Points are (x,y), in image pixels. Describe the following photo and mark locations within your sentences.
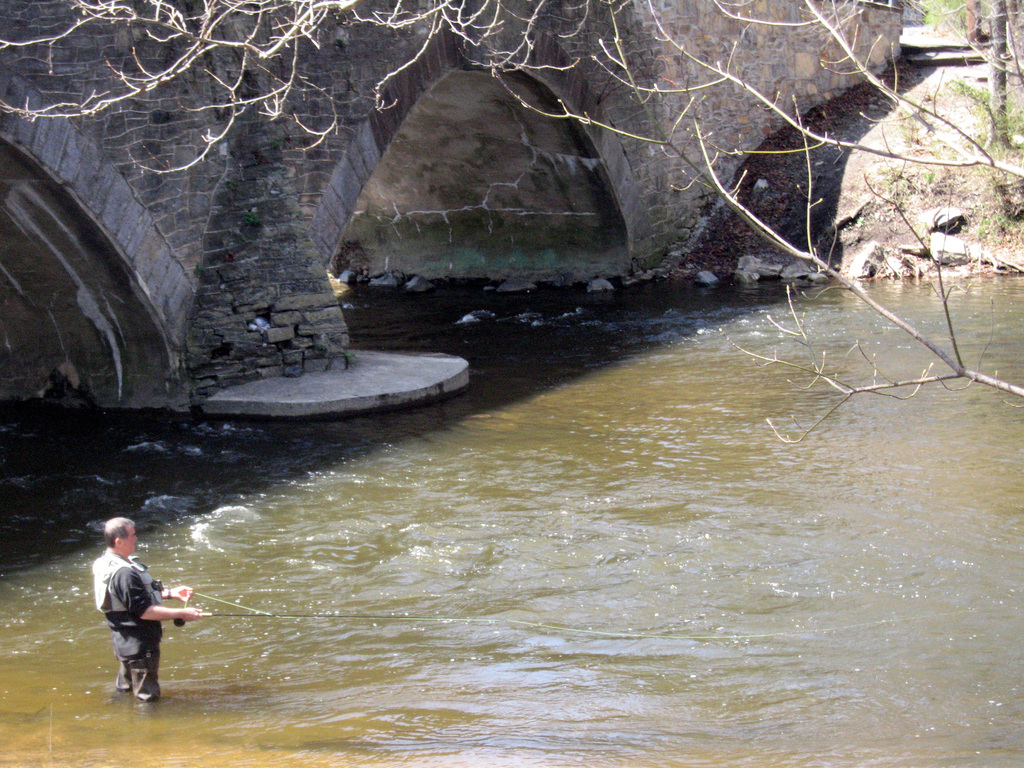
On the left side (121,642) a man (151,696) is standing in the water (178,657) and fishing. He wore black color dress (151,654), it looks like a bridge (567,178), on the right side (741,205) there is a tree (1012,27).
